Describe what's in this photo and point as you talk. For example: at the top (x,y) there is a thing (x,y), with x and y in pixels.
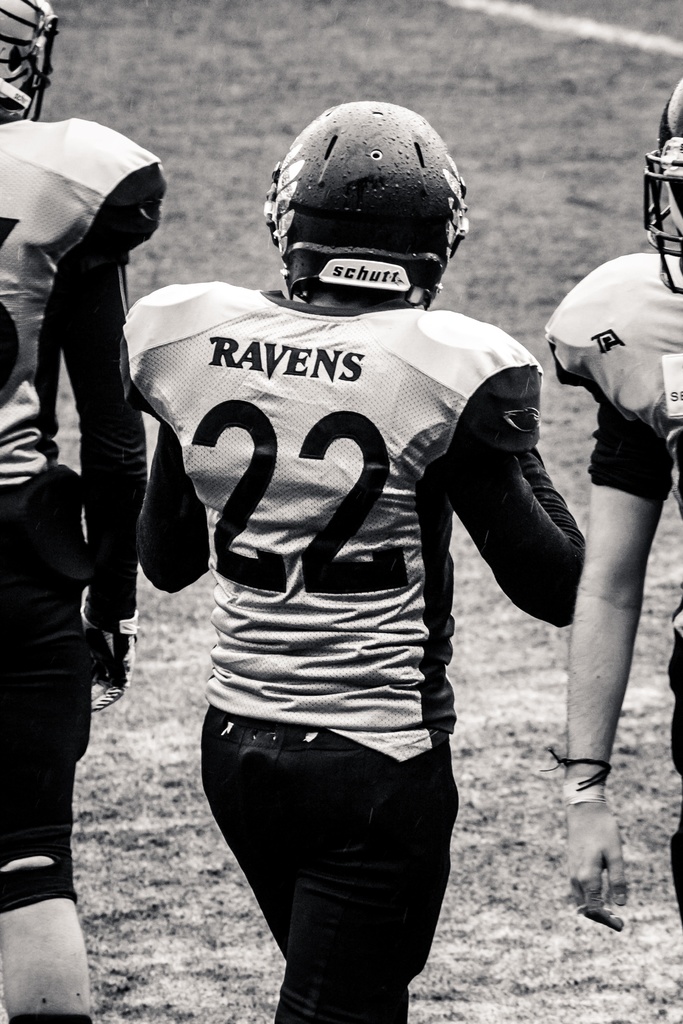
There are players (326,251) wearing helmets (354,261) in the foreground area of the image (339,299), it seems like grassland (373,99) in the background (294,54).
